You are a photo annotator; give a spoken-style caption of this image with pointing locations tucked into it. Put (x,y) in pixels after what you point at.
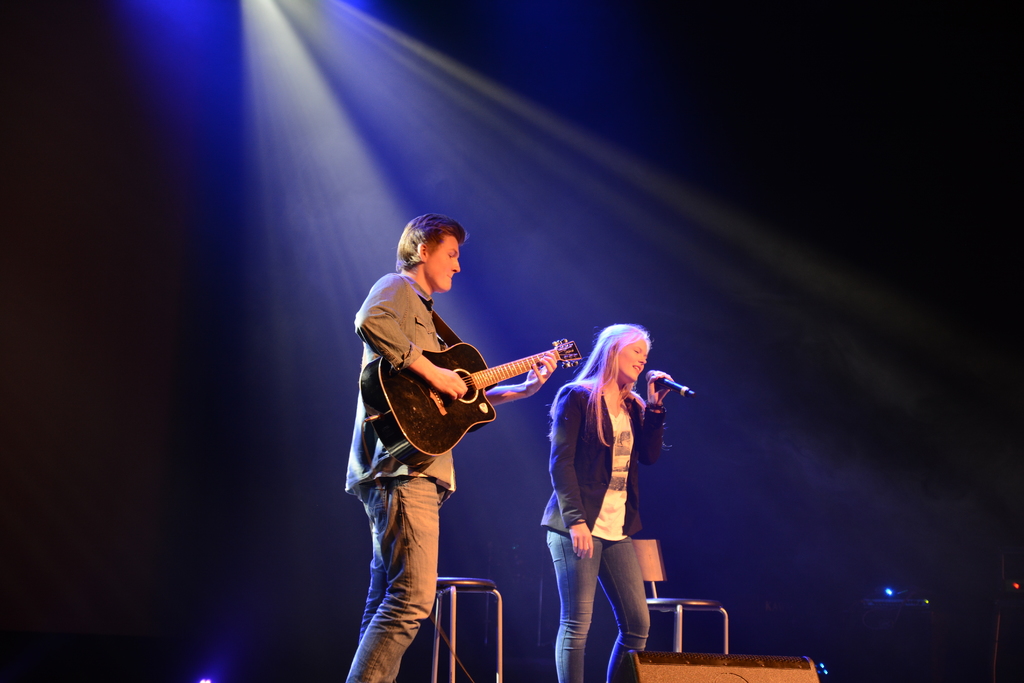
In this image there is a man (424,349) standing and playing a guitar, another woman (566,469) standing and singing a song in the microphone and in background (435,674) there are chairs (435,655) and a focus light (436,75).
